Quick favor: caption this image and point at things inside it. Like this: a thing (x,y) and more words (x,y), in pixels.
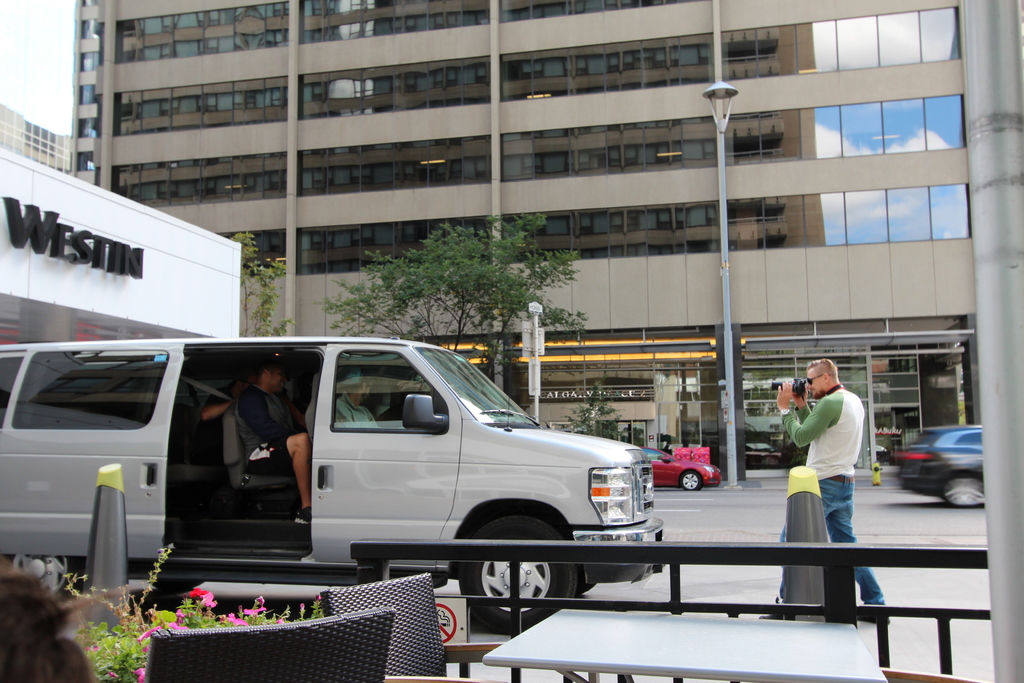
In this picture there is a car (138,479) and inside there are people (293,409) sitting and a man (823,416) to the right side of the image (828,463) is clicking the photo of them. In the background (270,196) there are buildings (542,194) and to the left side (177,247) there is a building (79,236) named westin.
